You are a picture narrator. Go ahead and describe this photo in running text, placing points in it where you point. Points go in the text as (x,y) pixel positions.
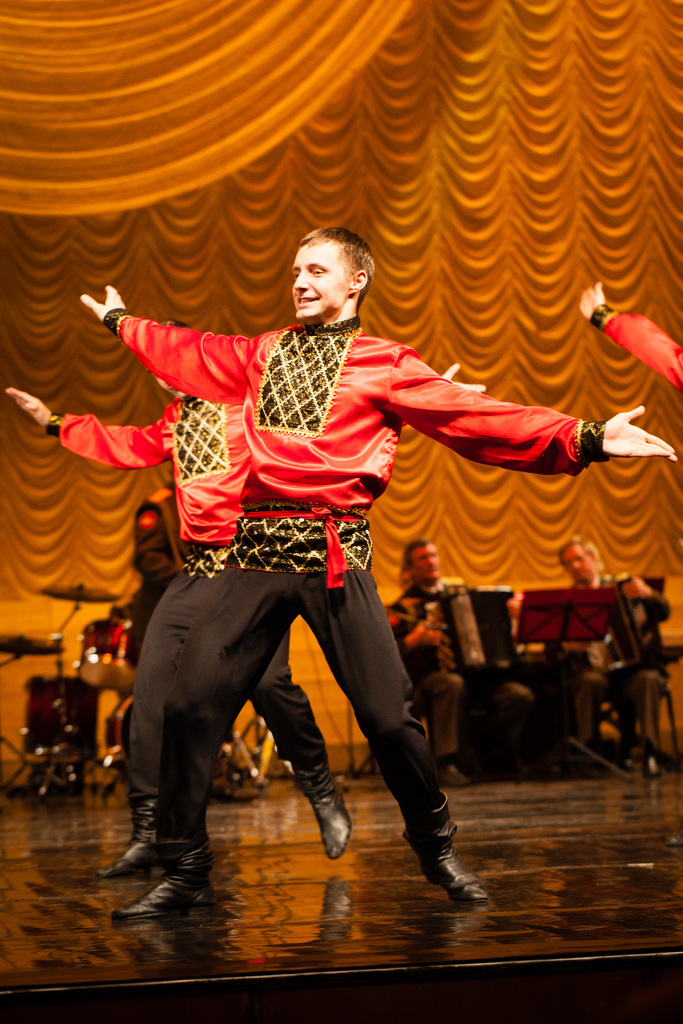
In this picture we can see people (460,877) on the stage (499,868), here we can see musical instruments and in the background (399,145) we can see a curtain (395,157).
